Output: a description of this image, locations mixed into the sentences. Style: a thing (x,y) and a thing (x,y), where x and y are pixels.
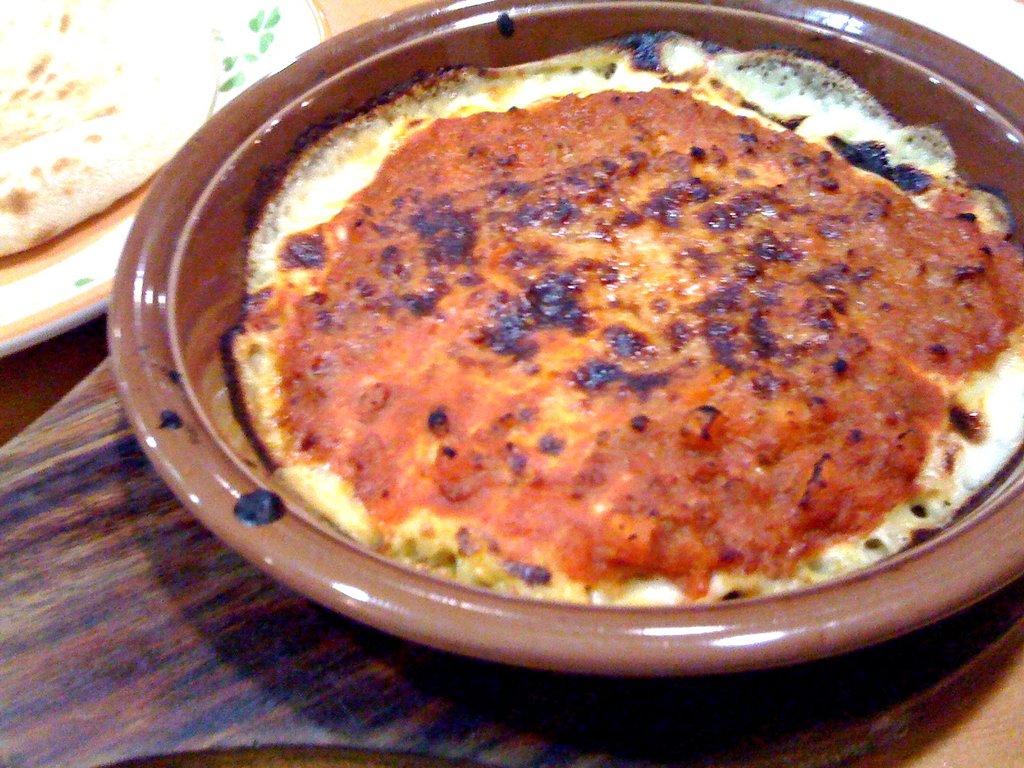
In the picture I can see food items (581,458) in a bowl (148,305) and something (9,77) in a plate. These objects (411,362) are on a wooden surface (163,589).
